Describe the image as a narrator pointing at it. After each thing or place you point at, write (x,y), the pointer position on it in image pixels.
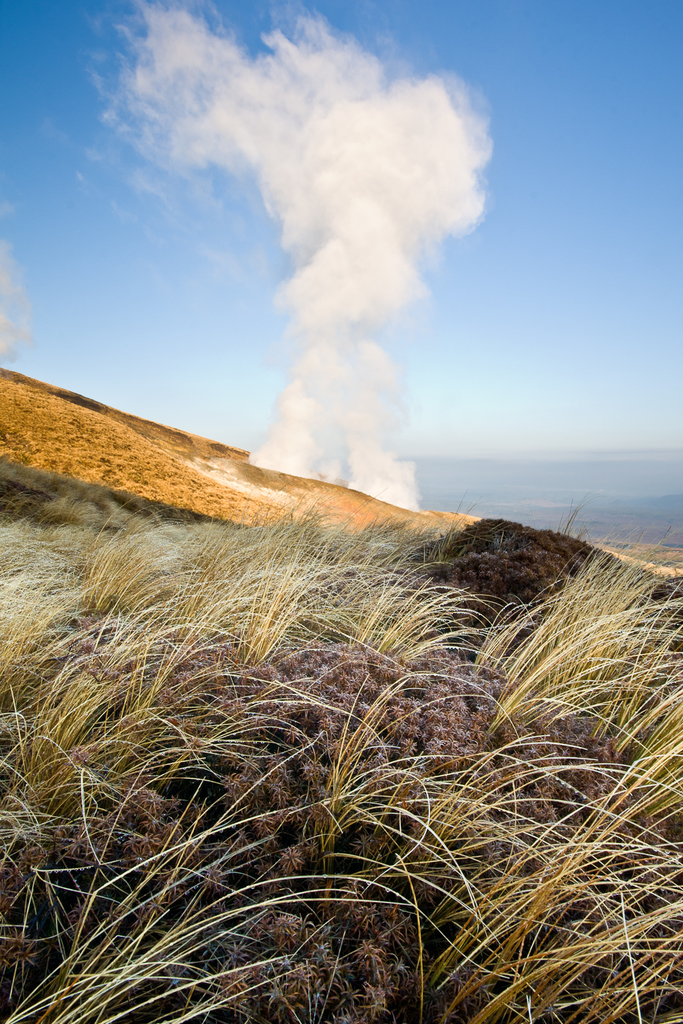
In this image, we can see some grass (332,900), plants (238,992). We can see the ground (433,549). We can see some smoke (369,165). We can see the sky (550,364) with clouds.
